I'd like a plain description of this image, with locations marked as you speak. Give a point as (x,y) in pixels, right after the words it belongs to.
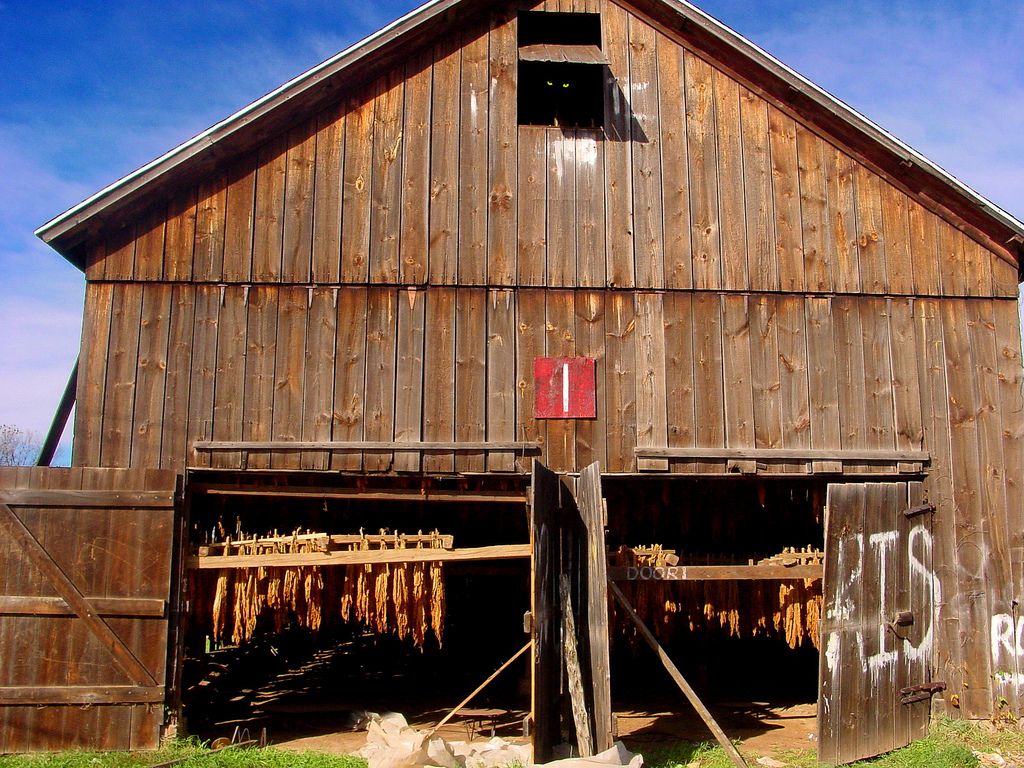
In this image in the center (516,304) there is a wooden barn (517,362) and there is grass (227,756) on the ground (782,761) and the sky (126,17) is cloudy.
